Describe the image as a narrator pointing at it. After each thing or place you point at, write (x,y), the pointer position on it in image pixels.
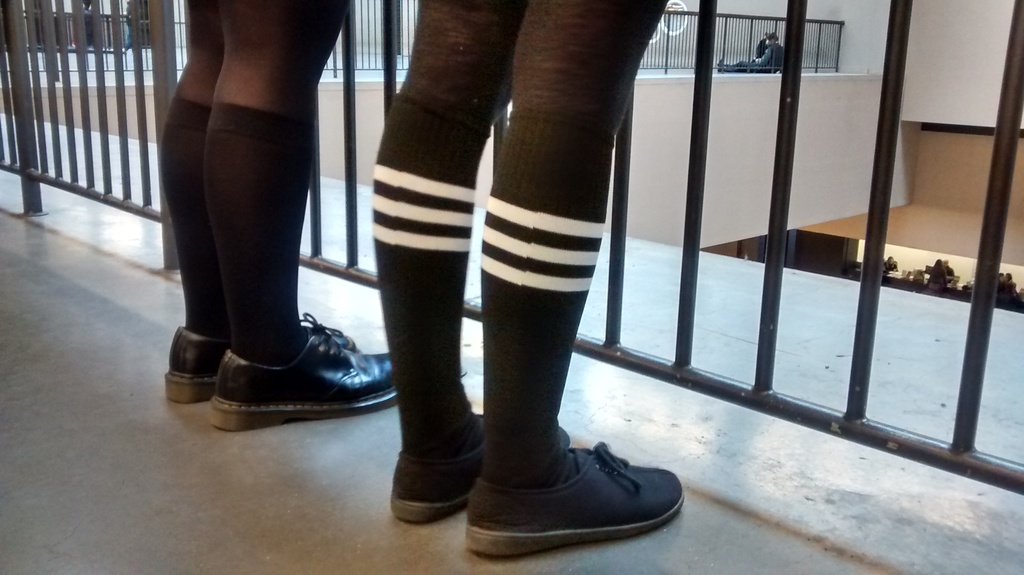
In this image, we can see two people (221,228) are standing on the floor (750,536) near the railing (776,394). Background (763,99) we can see railings (749,60), wall (879,39), few people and some objects (957,293).
